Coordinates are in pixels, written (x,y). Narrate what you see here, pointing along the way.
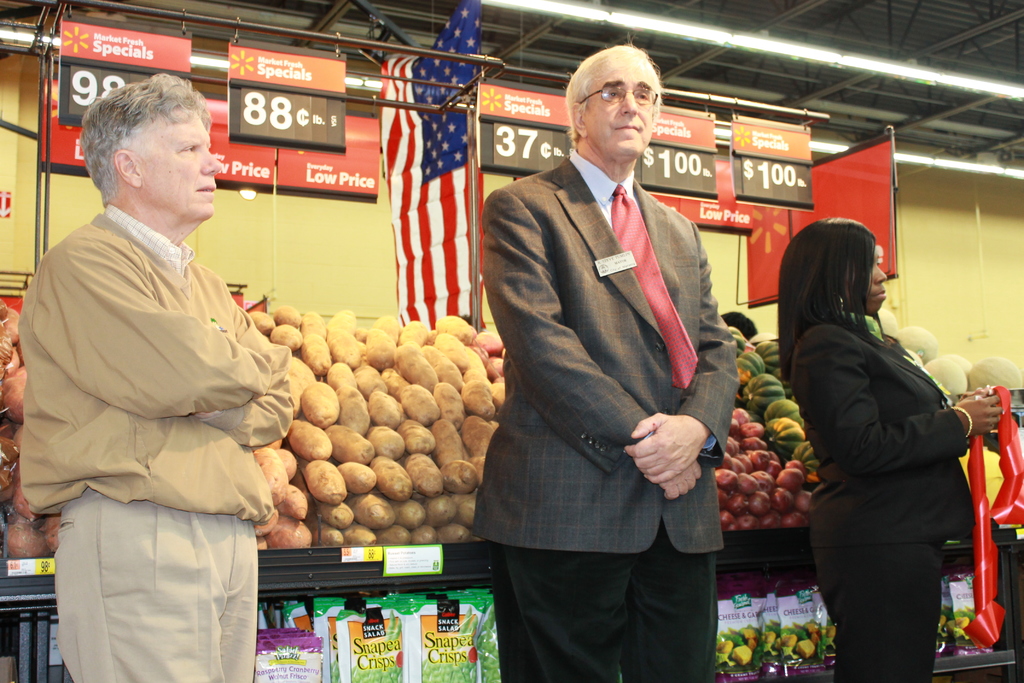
In this image I see 2 men (607,387) and a woman (938,415) who are standing and this woman (824,519) is holding a red color thing (987,517) in her hands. In the background (961,568) I see the groceries (491,602) on these racks (1006,660) and I see the tags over here and I see the boards (362,149) on which there is something is written and I see the flag (432,121) over here and I see the lights (1005,85) on the ceiling (918,42).
